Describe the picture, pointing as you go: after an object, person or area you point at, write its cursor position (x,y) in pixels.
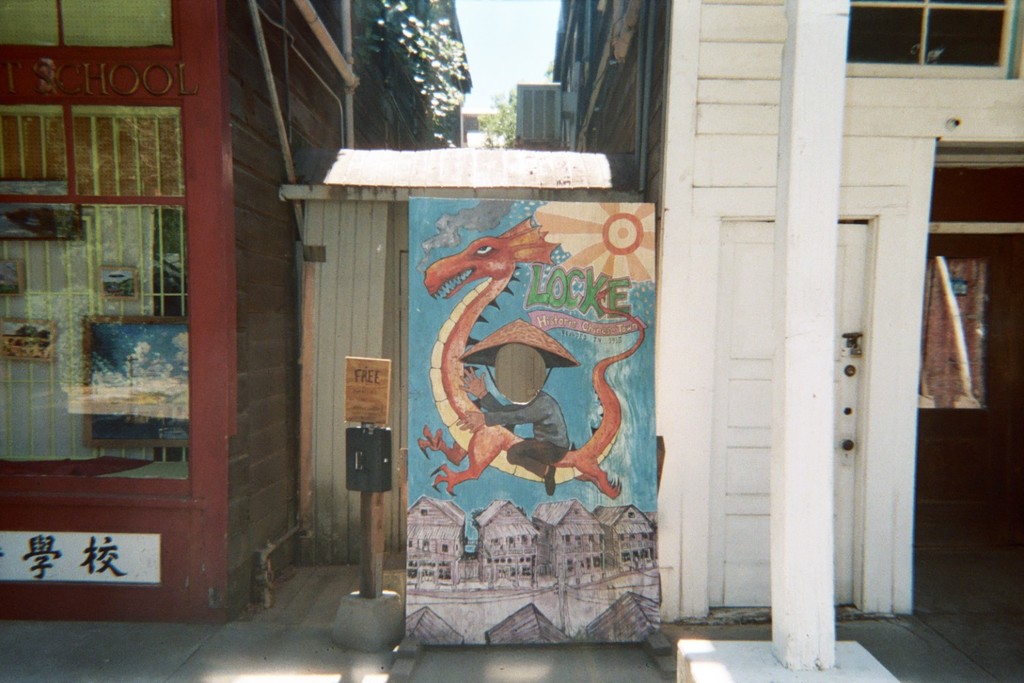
In the center of the image (642,246) there is a sign board (630,206). At the left side of the image (41,502) there is a house (395,107). At the right side of the image (692,608) there is a house (852,236). There is a door (859,284). There is a pole (817,663). At the center of the image (411,413) there is a painting (606,217).
